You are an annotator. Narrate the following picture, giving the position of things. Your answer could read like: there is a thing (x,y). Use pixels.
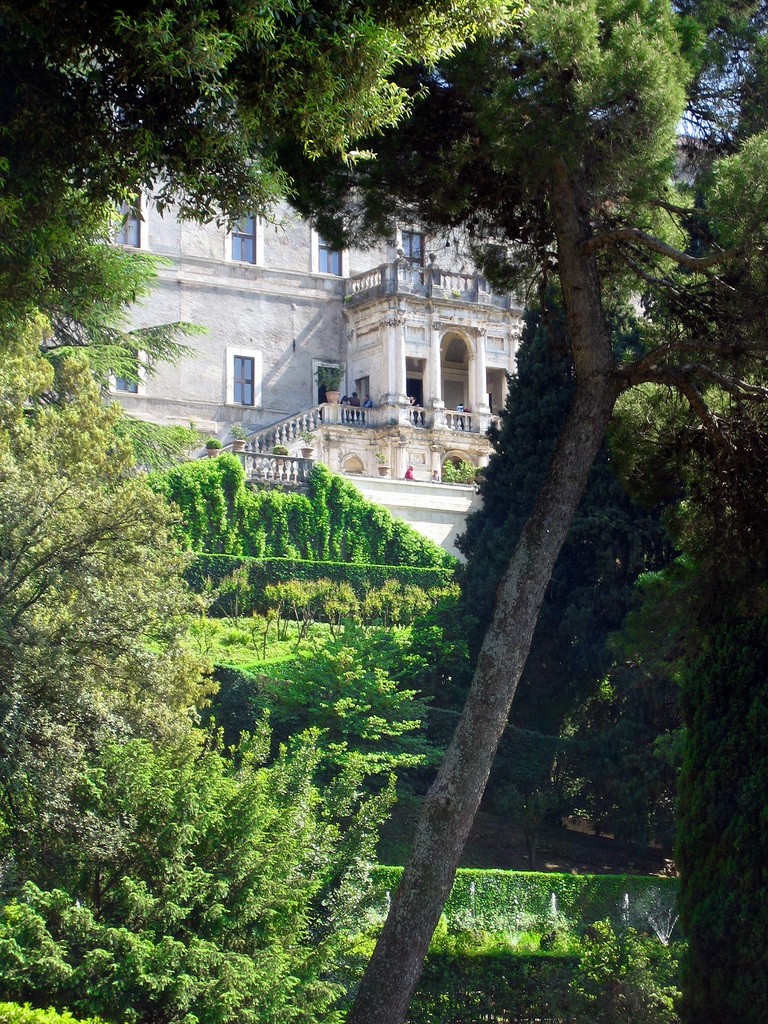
In this image I can see few trees (208,715), the building (274,263) which is white in color, few persons (346,405) in the building (360,398) and few windows (363,396) of the building (213,268).
